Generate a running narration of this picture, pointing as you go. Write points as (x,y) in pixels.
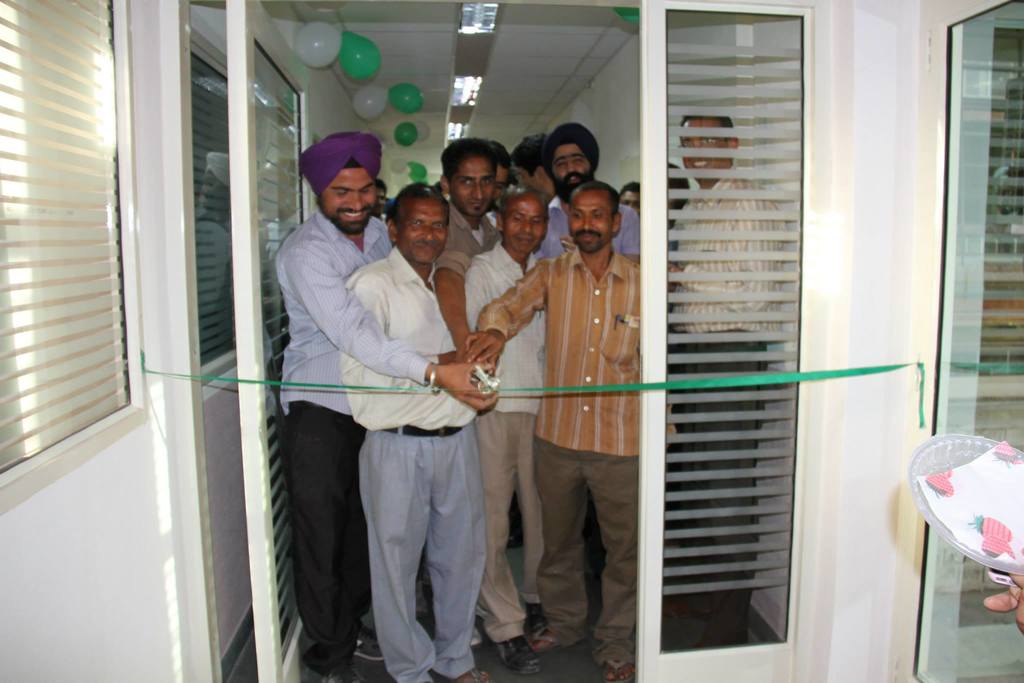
In this image few persons (464,339) are standing near the door (273,599). Few persons (341,165) are holding scissors (480,382) and cutting the ribbon (759,374). Left side (29,353) there are few windows (100,322) to the wall (141,478). Few balloons (395,134) and lights (456,102) are attached to the roof (450,56). Right side a person (1010,604) is holding a plate (989,550) and some object (994,576) in his hand (1018,594).
